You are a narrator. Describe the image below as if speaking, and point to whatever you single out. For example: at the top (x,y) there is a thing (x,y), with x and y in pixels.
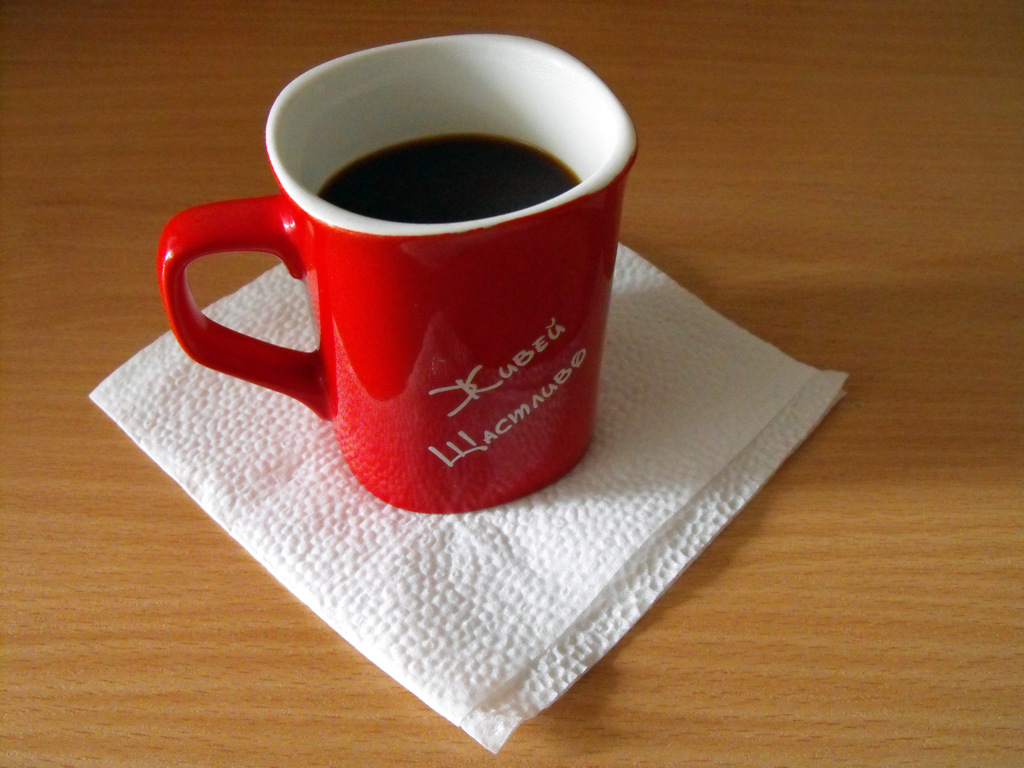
In this image, we can see a table (939,332), on the table (872,760), we can see a tissue (481,651) and a cup (506,473) with some drink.
